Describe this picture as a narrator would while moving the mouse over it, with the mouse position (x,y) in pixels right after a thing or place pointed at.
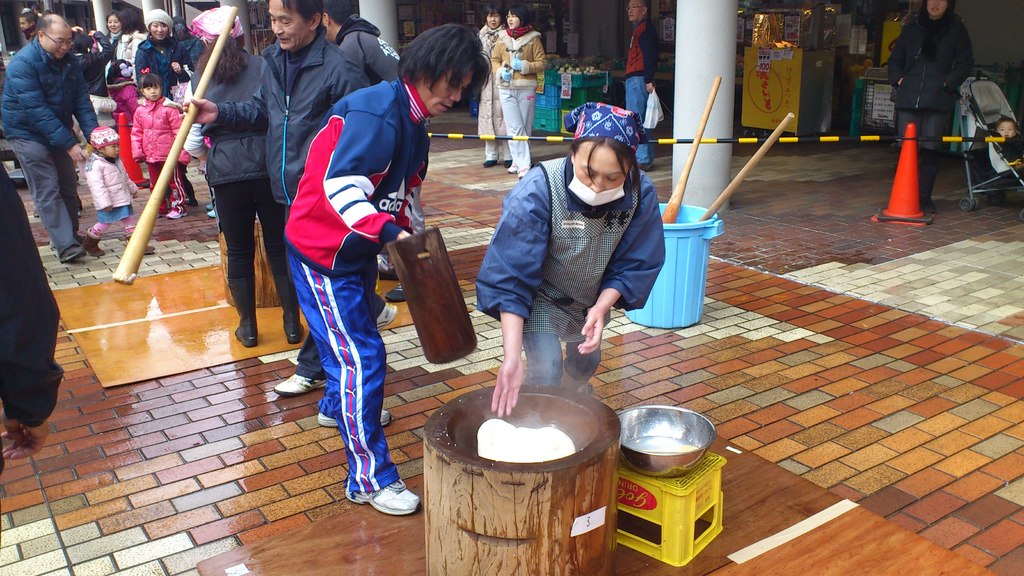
As we can see in the image there are few people (400,157) here and there, buildings (566,41), traffic cone (905,213), bowl (692,424), stool (688,493) and a drum (672,296).
